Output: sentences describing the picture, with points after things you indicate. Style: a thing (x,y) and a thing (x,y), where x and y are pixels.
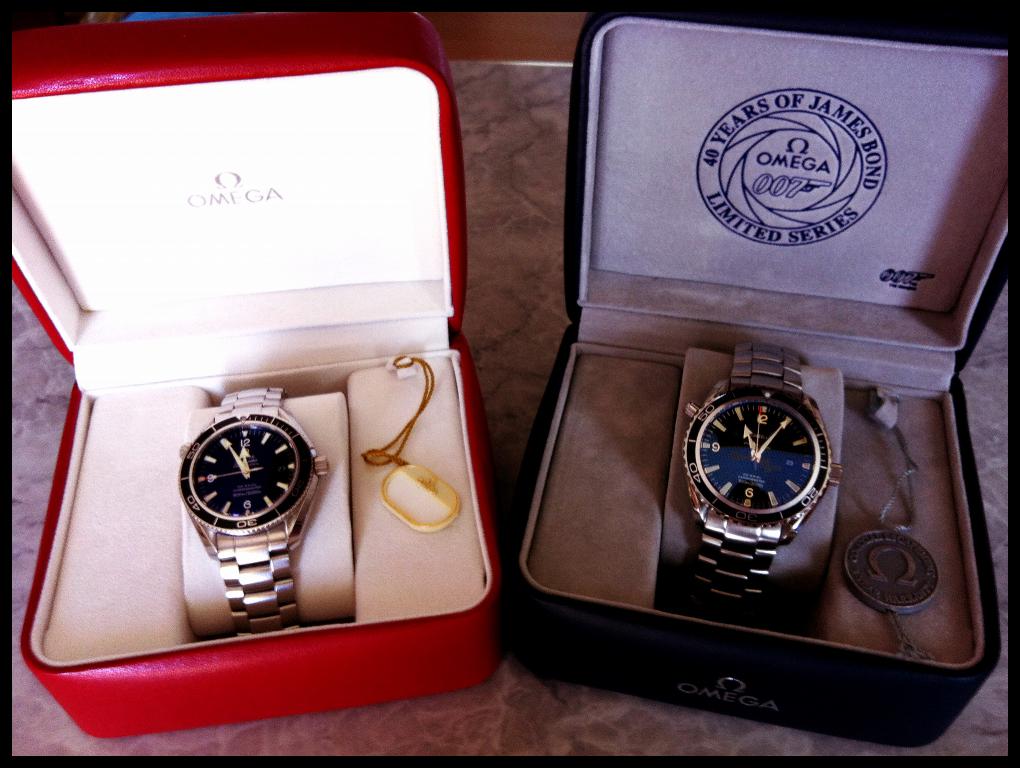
In this image we can see two watches (208,475) in different boxes (604,485) with tags (857,568) on the surface (526,226).
